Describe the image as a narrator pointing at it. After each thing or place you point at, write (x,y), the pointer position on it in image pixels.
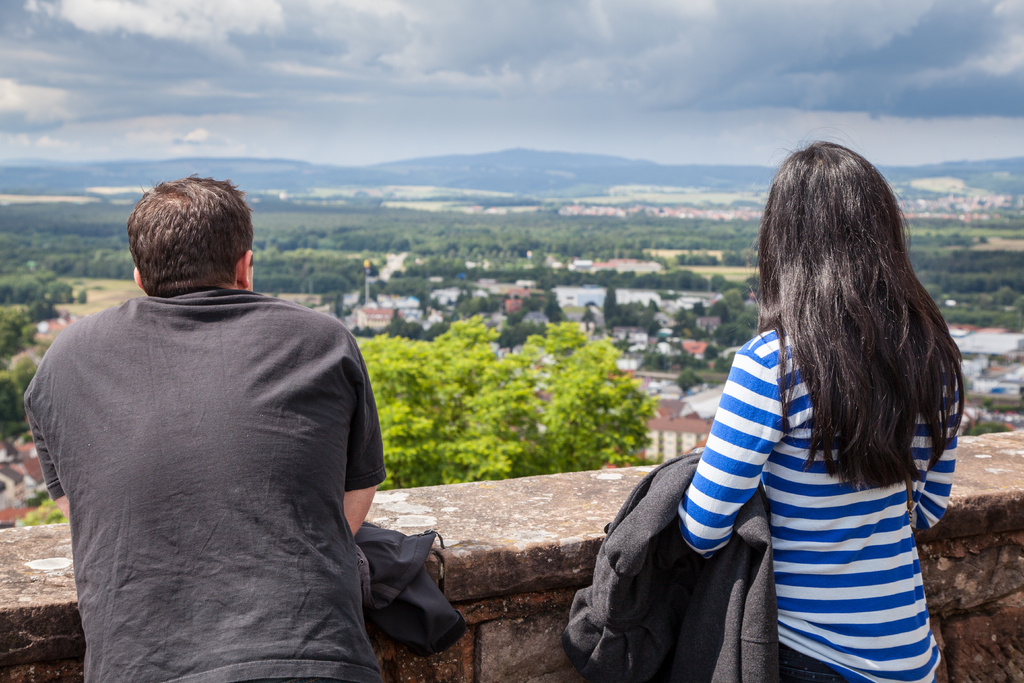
In this image we can see a man (198,434) and a woman (717,418) are standing at the wall (574,516) and we can see jackets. In the background (402,292) we can see trees (454,272), buildings (686,297), hills (449,187) and clouds (552,147) in the sky (598,101).
